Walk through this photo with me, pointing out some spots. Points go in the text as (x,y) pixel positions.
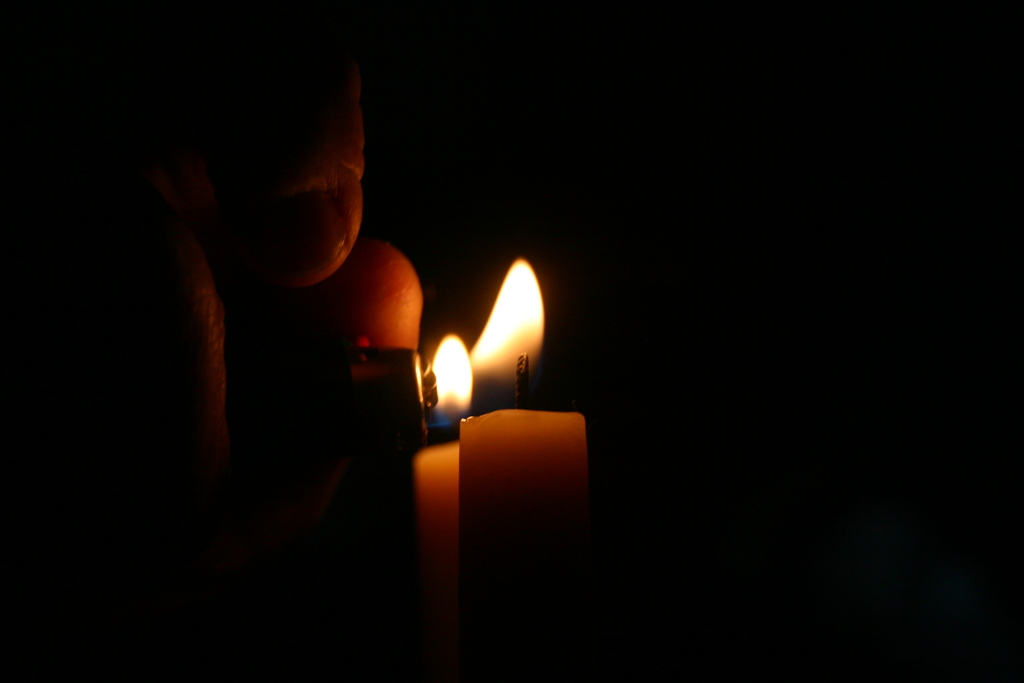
In this picture we can see a person's hand (266,294), a lighter (376,404) and a candle (513,490), we can see a dark background (785,296).
